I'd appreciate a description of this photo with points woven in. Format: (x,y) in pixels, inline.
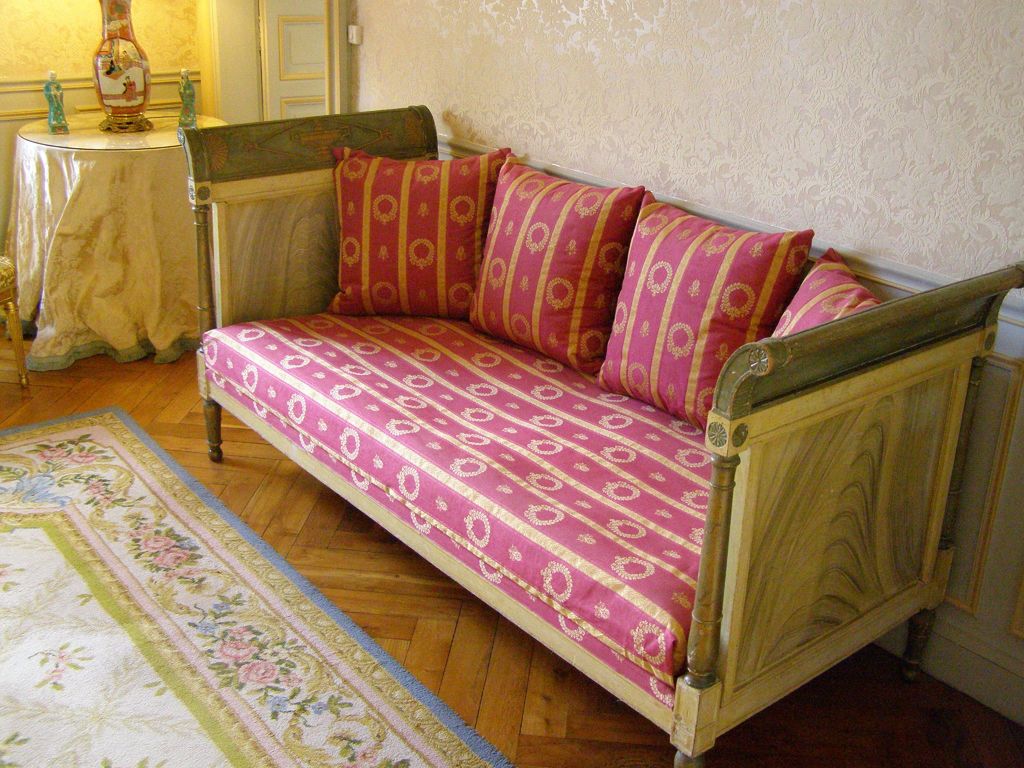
In this image I can see the couch (512,405) and I can also see few pillows (617,286) in pink color, background (27,60) I can see few glass pots (128,110) on the table (125,136) and the wall (566,98) is in white color.
